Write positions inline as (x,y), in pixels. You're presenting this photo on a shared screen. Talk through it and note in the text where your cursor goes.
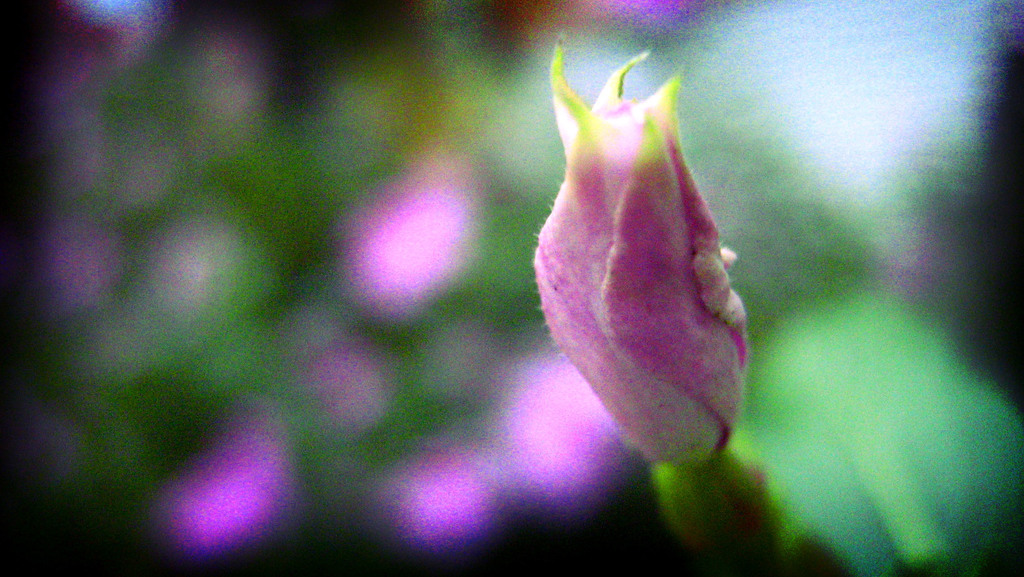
In the foreground of the picture (623,316) there is a flower (659,294). The background (234,114) is blurred.
